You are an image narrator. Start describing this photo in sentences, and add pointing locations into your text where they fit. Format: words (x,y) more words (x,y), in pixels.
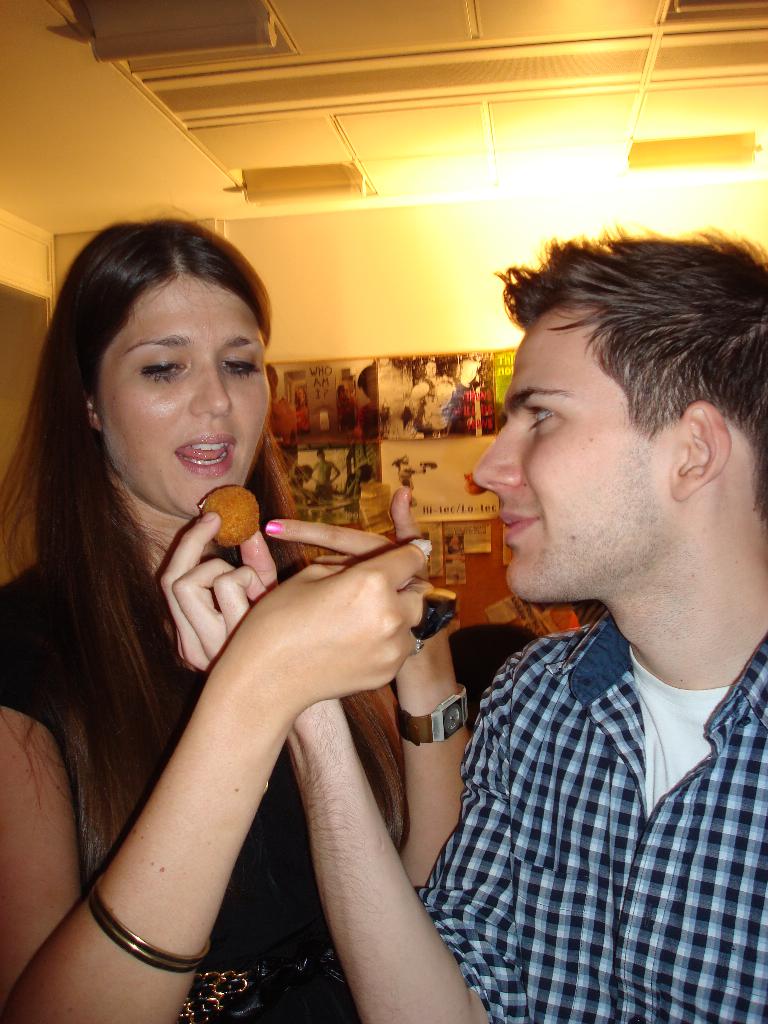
This image is taken indoors. In the background (376,365) there is a wall (381,421) with a few picture frames (381,393) and posters (436,493) with text (435,511) on it. At the top of the image (304,70) there is a ceiling (317,65) with a light (655,145). In the middle of the image (381,565) there is a man (530,650) and a woman (156,628) and a man (529,874) is holding a food item (238,537) in his hand (200,544).
